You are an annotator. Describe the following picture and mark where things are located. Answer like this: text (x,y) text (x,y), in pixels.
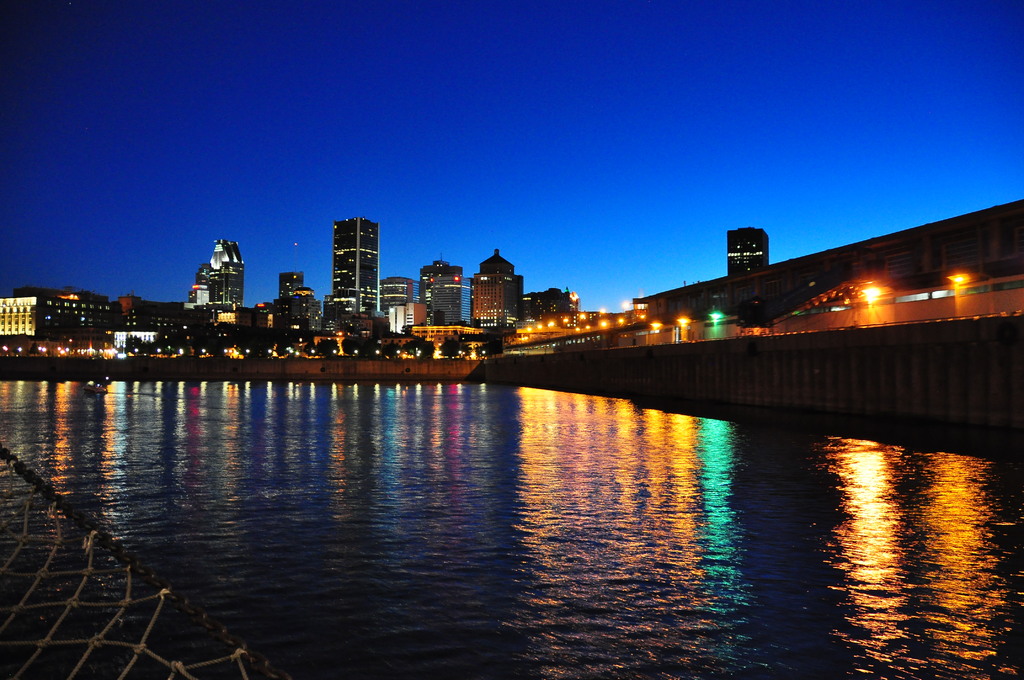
In this image I can see water (529,434), number of buildings (128,324), lights (440,356), the sky (738,190) and I can see this image is little bit in dark.
